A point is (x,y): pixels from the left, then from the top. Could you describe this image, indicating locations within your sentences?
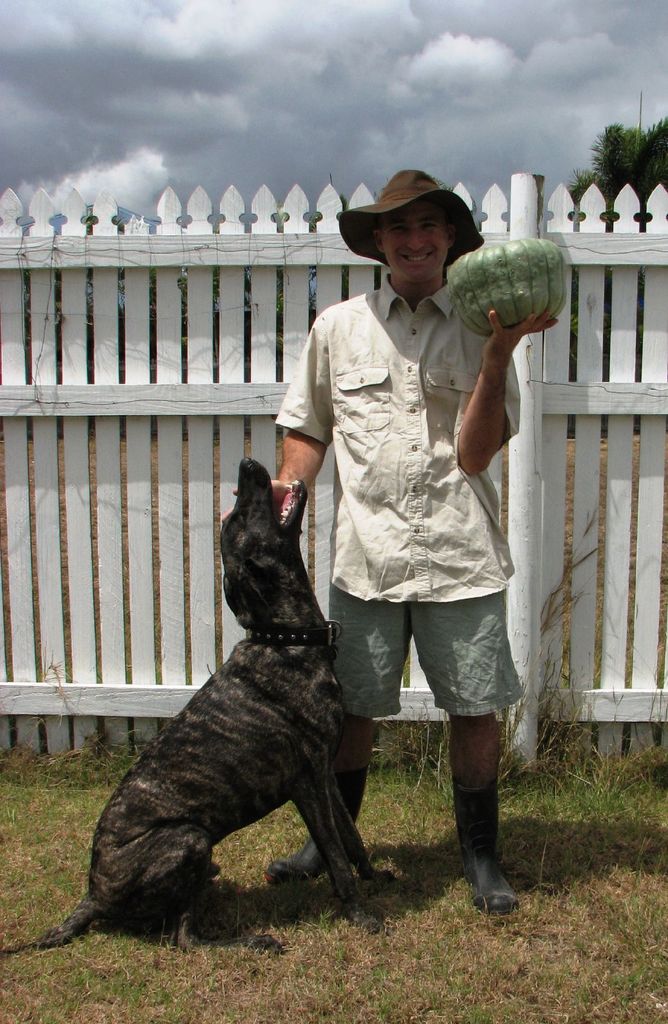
This person (360,321) is smiling, wore cap (439,205) and in his hand (531,324) there is a vegetable (507,268). In-front of this person (363,553) there is a dog (272,673). Land (36,971) is covered with grass (113,952). Backside of this person (379,334) there is a fence (134,359), sky (514,80) and tree (605,177). Sky (287,110) is cloudy.
